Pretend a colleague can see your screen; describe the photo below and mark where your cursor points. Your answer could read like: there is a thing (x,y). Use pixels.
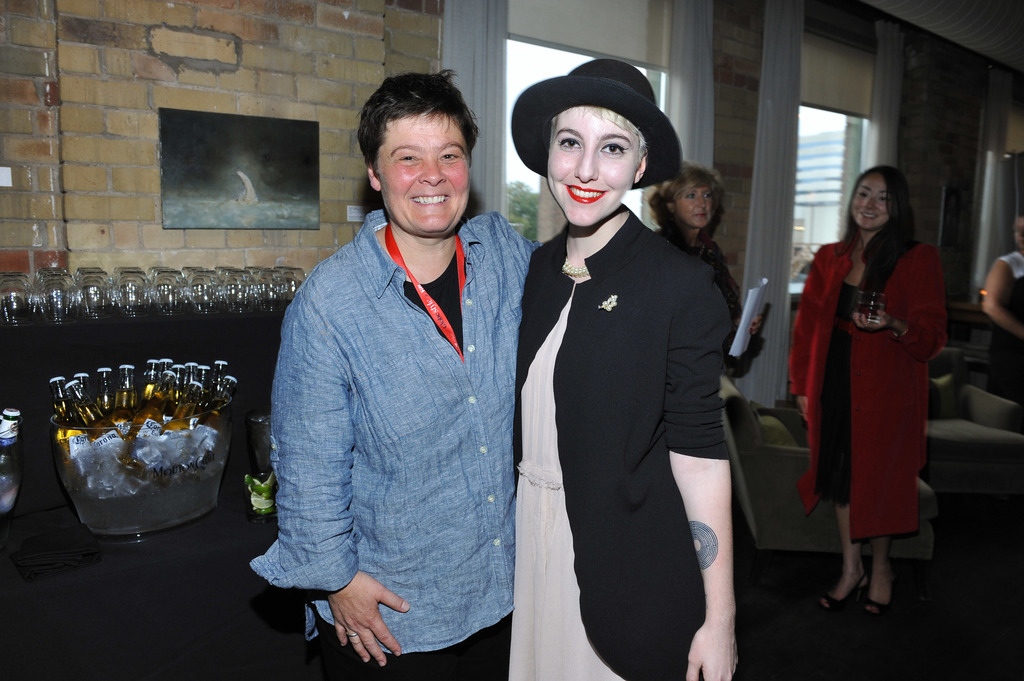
In this image we can see the people (863,233) standing on the floor (898,618) and holding a glass (859,321) and paper (748,314). And at the back (200,541) we can see a table (115,572) with a cloth (174,549), on the table (200,541) there are glass (211,285), bowl (131,497) and bottles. In the background (327,87), we can see the wall (296,111) with windows (800,141), curtain (477,103) and board (284,222).
